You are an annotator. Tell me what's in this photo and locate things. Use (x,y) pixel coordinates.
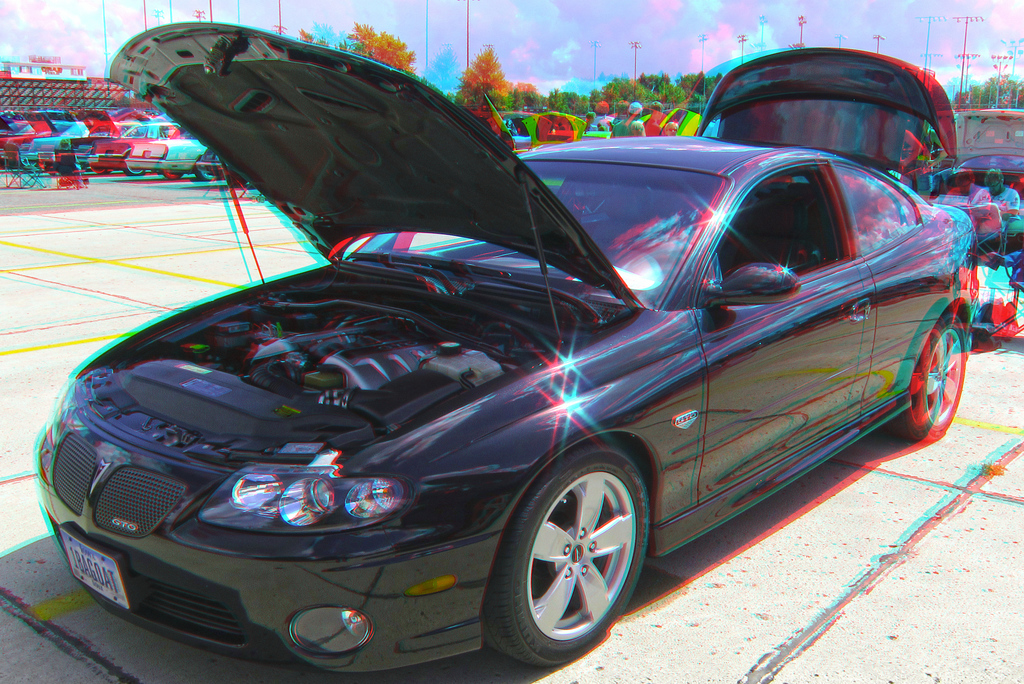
This is an edited image. In this image we can see motor vehicles (498,278) on the floor (166,217), some persons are standing on the floor (885,431) and some are sitting on the chairs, poles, street lights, trees (498,64) and sky (921,2) with clouds (560,2).
